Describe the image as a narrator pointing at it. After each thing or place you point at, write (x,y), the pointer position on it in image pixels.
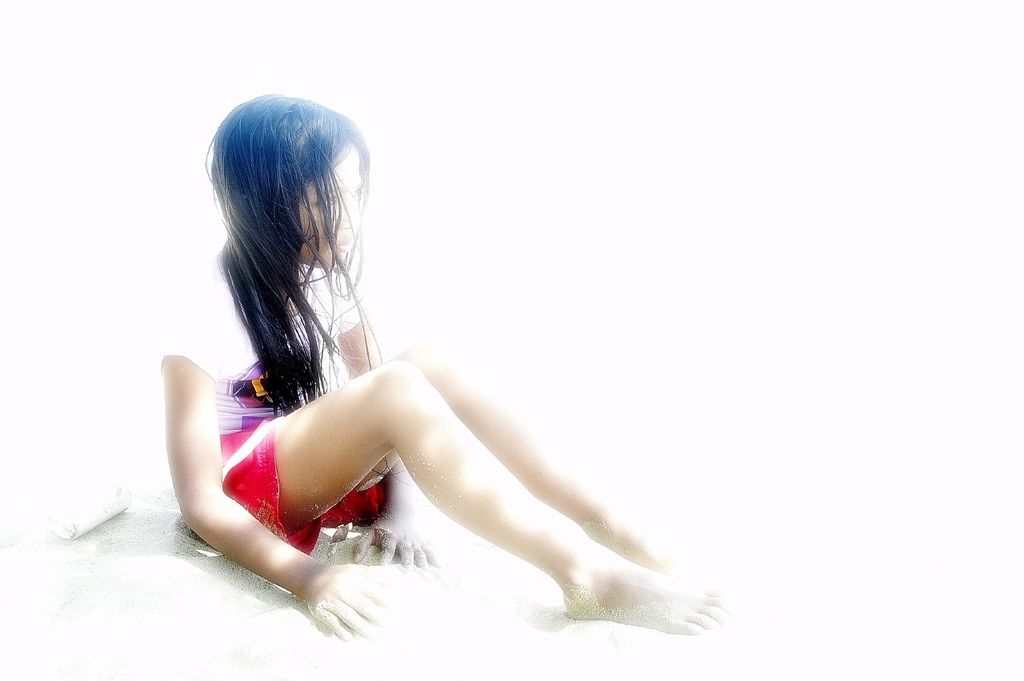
In this picture we can see a woman (407,367) is seated on the sand (673,638).
